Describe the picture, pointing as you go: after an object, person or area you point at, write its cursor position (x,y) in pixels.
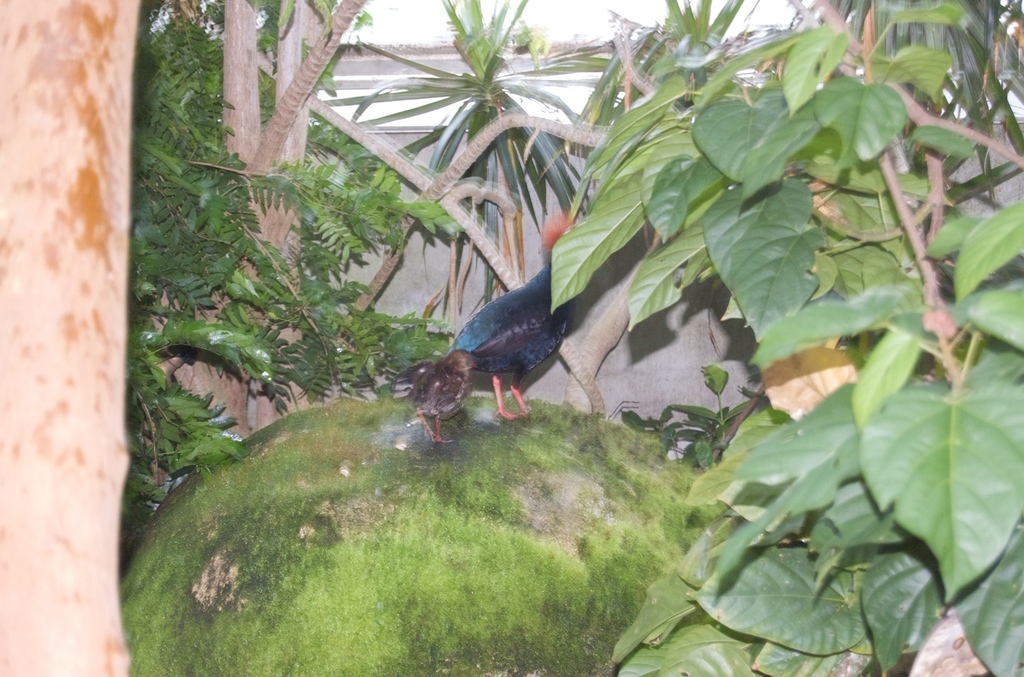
In this image I can see few birds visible on the stone (440,485) and I can see plants (868,130) and leaves (855,111) and stem (57,298).
